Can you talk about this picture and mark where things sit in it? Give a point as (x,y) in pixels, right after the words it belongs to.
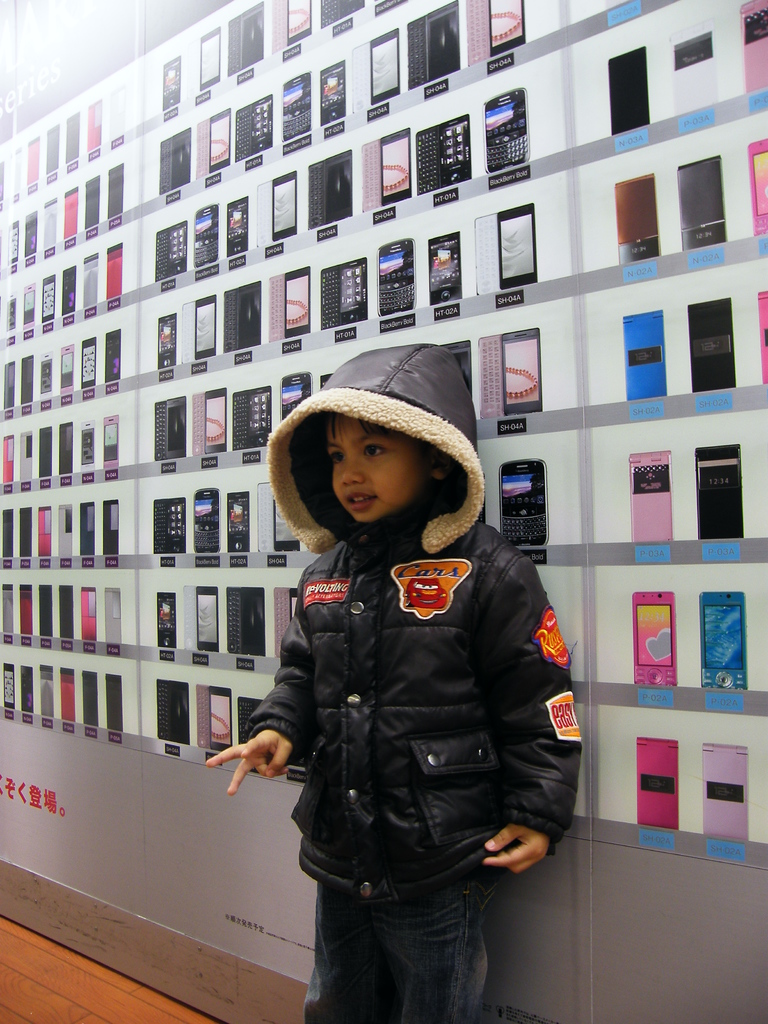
In this image I can see a boy (397,722) is standing and I can see he is wearing black jacket (397,635). In the background (34,327) I can see number of phones (277,278) are printed.
